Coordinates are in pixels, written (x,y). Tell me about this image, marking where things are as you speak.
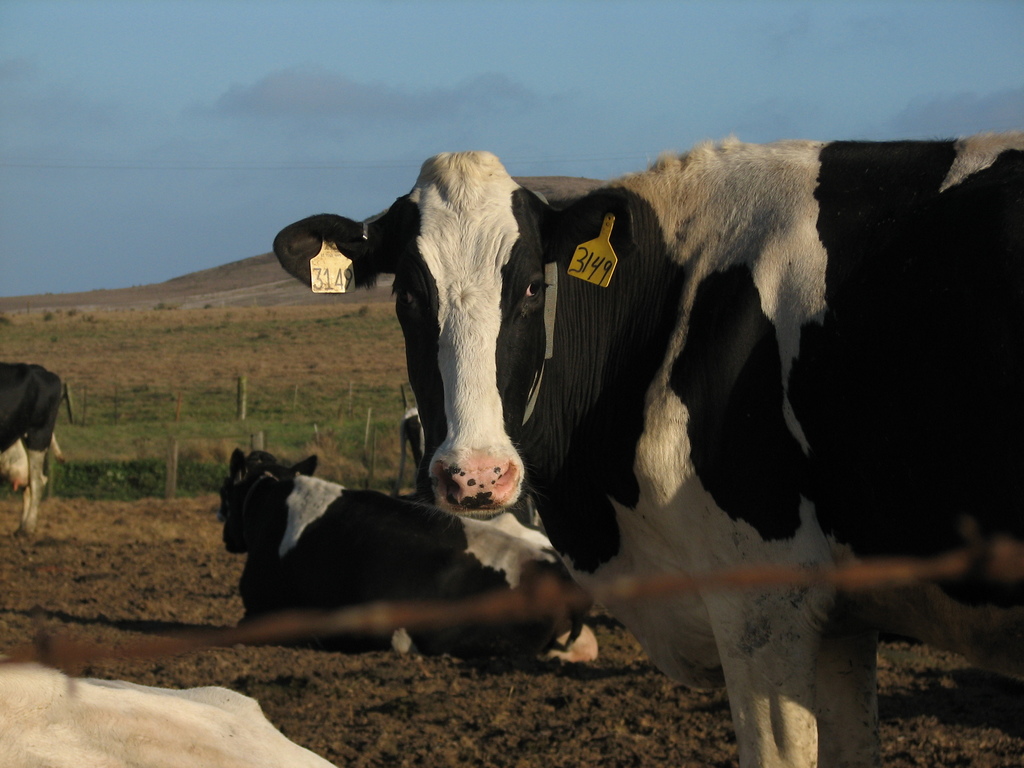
In this image there are group of cows (580,446), in the background (190,394) there is a fence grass (219,362) and mountains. And at the bottom (340,674) there is sand (461,688), at the top of the image (372,112) there is sky (193,163).
